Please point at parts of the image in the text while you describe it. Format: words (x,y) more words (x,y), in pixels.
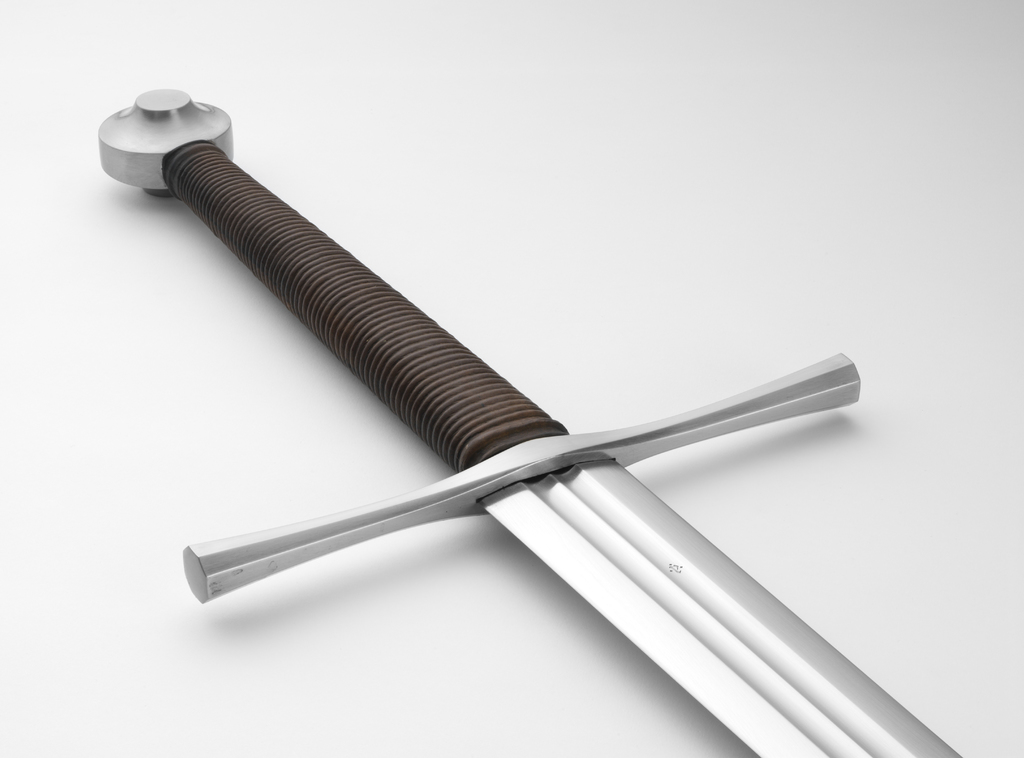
In the middle of this image (379,354), there is a sword (651,565) placed on a surface (618,235). And the background (618,222) is white in color.
